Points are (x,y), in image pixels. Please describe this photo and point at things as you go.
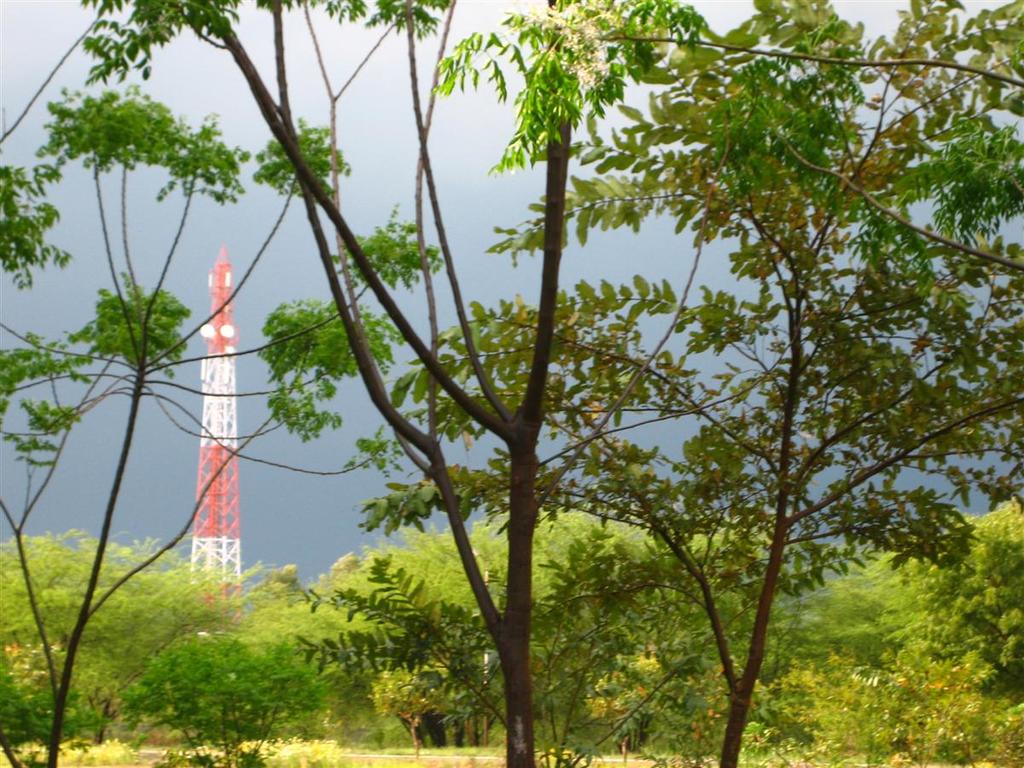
In this image, we can see some trees (764,562). There is a tower (214,432) on the left side of the image (211,407). In the background (474,182), we can see the sky (494,277).
